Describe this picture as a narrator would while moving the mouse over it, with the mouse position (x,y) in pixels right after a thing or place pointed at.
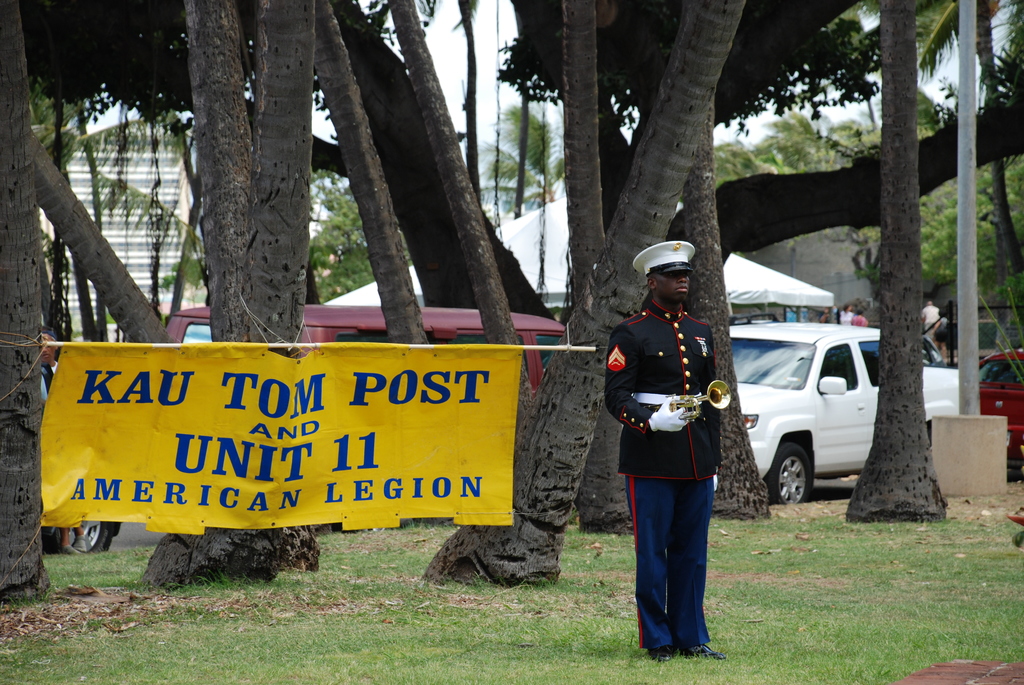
In this image I can see a person (682,517) standing in the center (651,432). He is wearing a uniform (657,365) and holding a trumpet (696,400). There is a yellow banner (174,462) and there are trees (897,321). There are people (935,321), canopy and vehicles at the back (944,310).
